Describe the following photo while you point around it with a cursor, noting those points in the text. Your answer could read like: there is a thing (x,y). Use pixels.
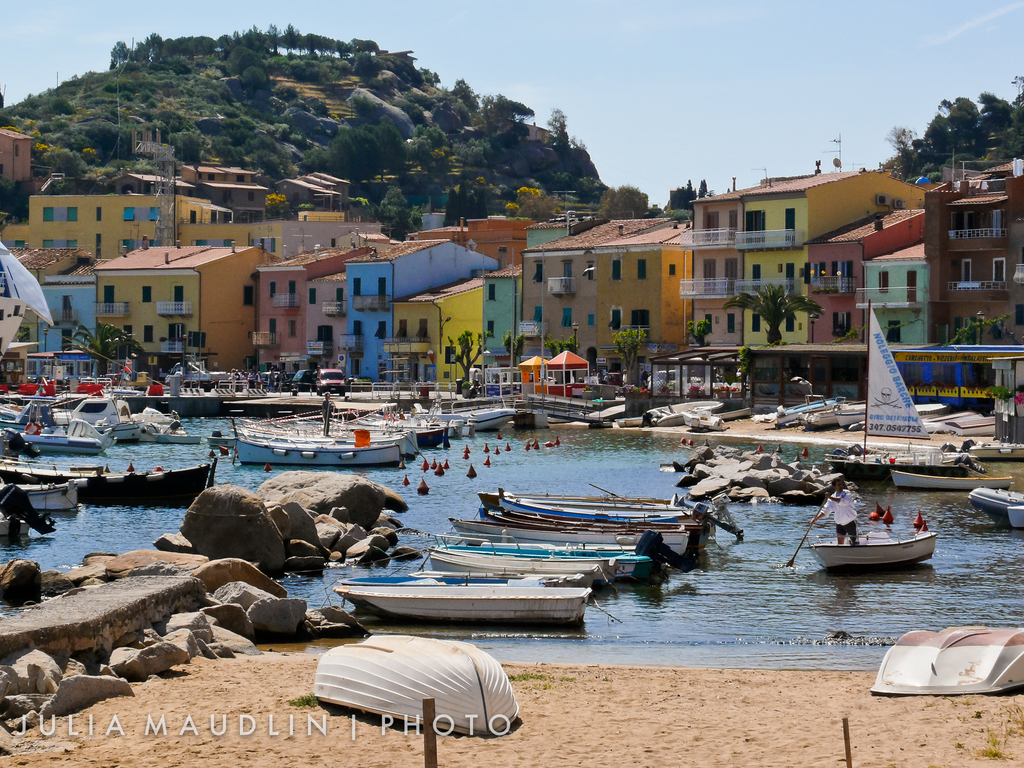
In this image, there are a few buildings (909,273), trees (615,340), people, vehicles (325,372), poles (512,326), sheds (557,361). We can also see some boats (339,461) and objects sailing on the water (553,447). We can also see a hill (479,113), some plants (372,89) and rocks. We can see the sky (581,114) and the ground (274,703) with some objects (506,714). We can also see some text (245,735) at the bottom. We can see a flag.
